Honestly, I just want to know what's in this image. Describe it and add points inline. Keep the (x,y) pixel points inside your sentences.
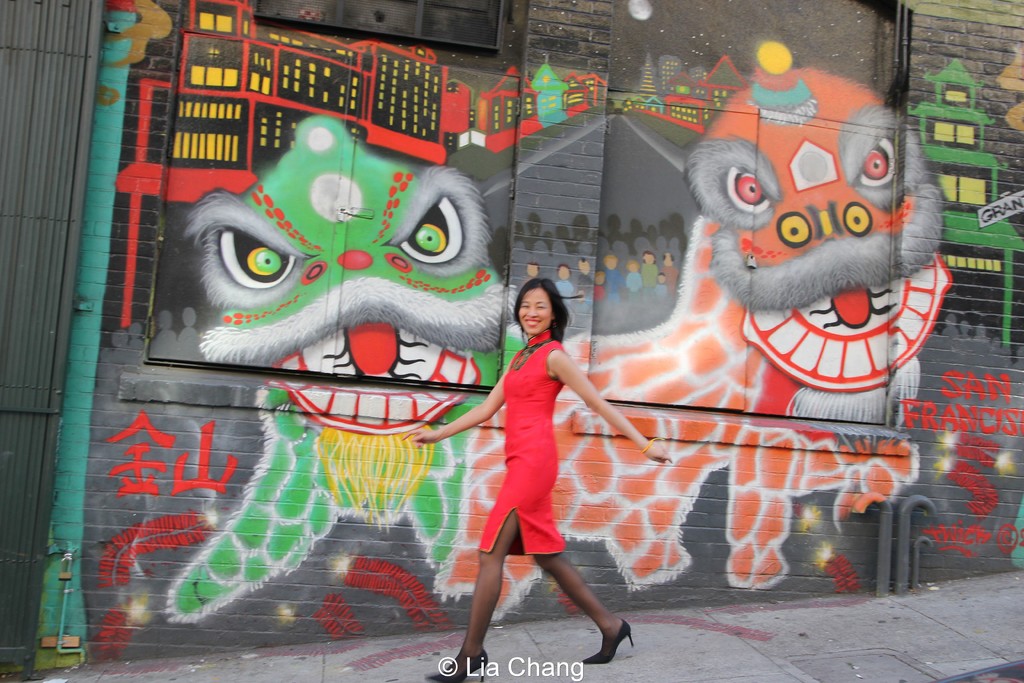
In this image I can see a person (638,443) smiling and walking. And at the back (452,213) there is a wall (333,350) painted with some images (488,167).
